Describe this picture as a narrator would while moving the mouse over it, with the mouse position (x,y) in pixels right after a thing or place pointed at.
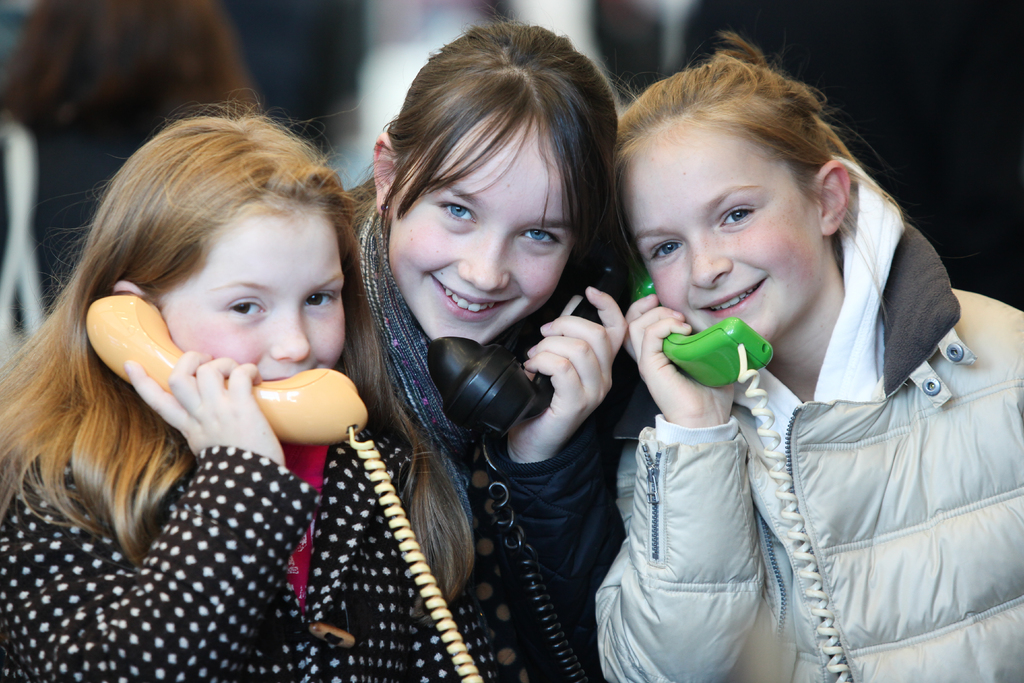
In the image we can see there are three girls (560,400) standing and they are holding telephones (489,384) in their hand (198,382). They are wearing jackets (611,485).
